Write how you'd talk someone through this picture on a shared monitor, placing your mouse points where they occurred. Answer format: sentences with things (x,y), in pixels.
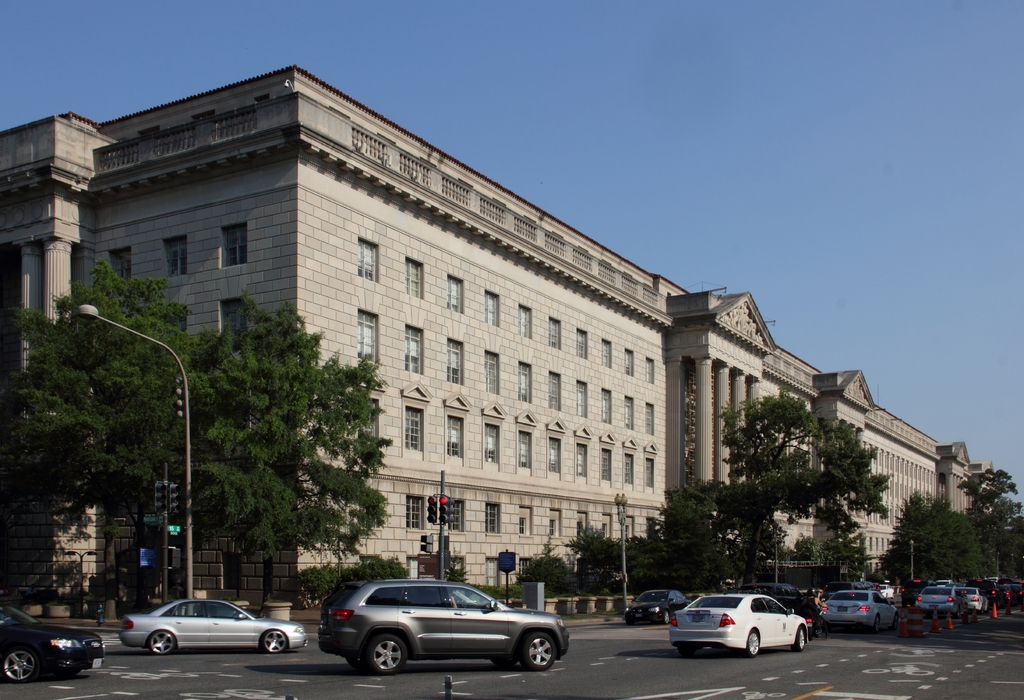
In this image in the center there are cars (544,616) moving on the road (930,625). In the background (260,449) there are trees (722,483), poles (165,480) and there is a building (516,359) and in front of the building (131,564), there are plants (549,578) in the pots (562,599). On the right side (923,625) there are red colour stands (903,624) on the road (952,621).
